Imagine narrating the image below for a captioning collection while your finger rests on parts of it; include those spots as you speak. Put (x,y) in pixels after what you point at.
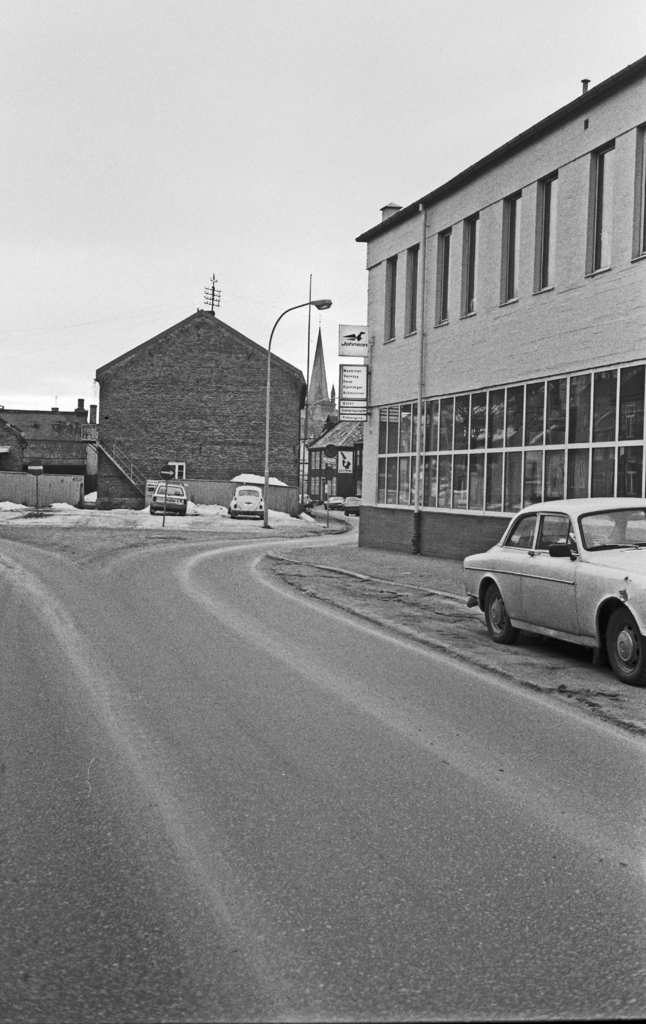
In this image I can see few vehicles (605,635) on the road (560,777). Background (125,364) I can see few buildings (236,364), light poles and sky (258,333), and the image is in black and white.
